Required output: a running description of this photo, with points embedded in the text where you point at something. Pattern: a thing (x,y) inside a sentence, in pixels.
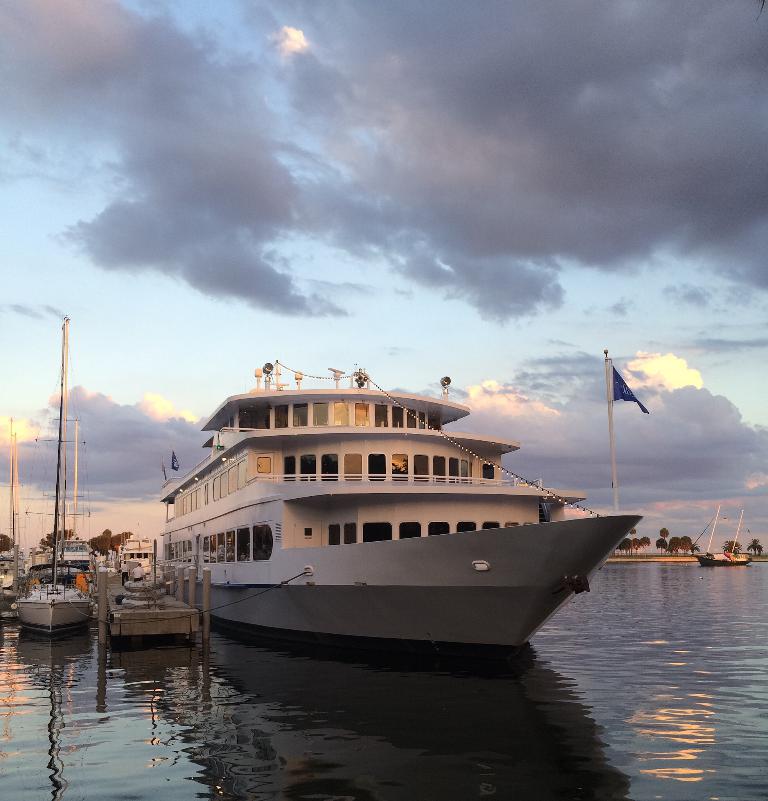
In this image, in the middle (357,452) there is a boat (401,452). On the right (616,504) there are trees (646,542), flag (630,397), pole (615,465), boat (746,556). On the left (77,574) there are boats (130,559), water (190,701), waves (155,696). In the background (637,464) there are sky (736,334) and clouds (224,279).
